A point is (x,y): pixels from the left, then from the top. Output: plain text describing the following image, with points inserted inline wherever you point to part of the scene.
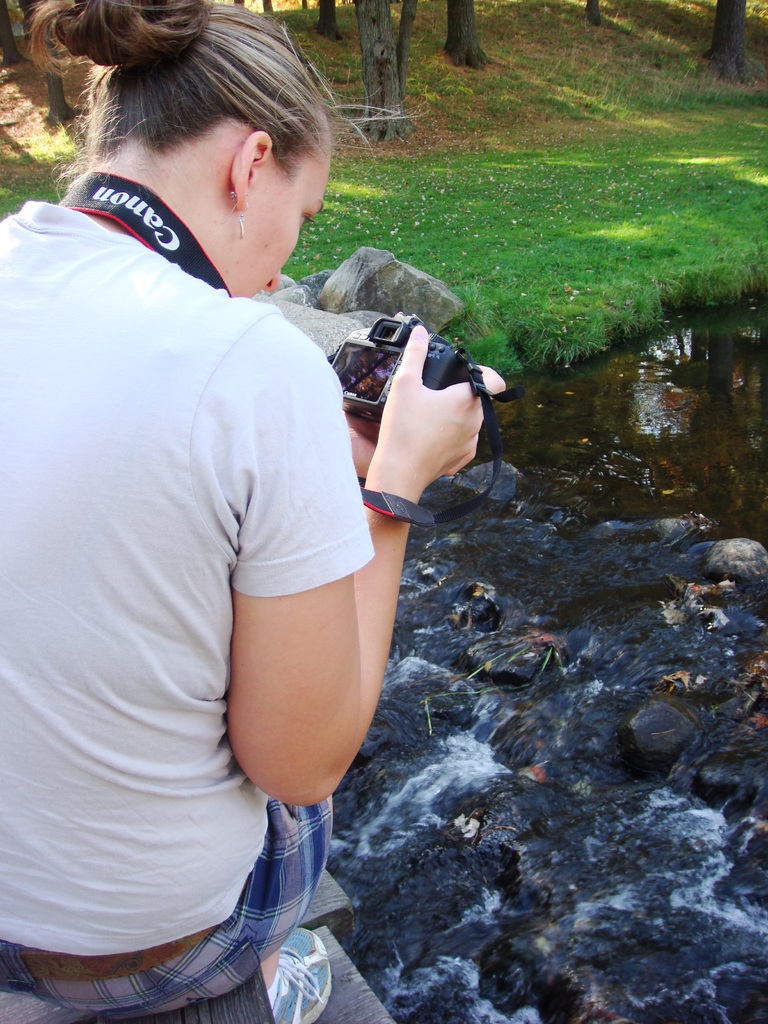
This woman (112,627) is sitting and capturing a picture of a flowing water (691,549). She is holding a camera (402,334). Grass (427,262) is in green color. This are trees (369,25).
